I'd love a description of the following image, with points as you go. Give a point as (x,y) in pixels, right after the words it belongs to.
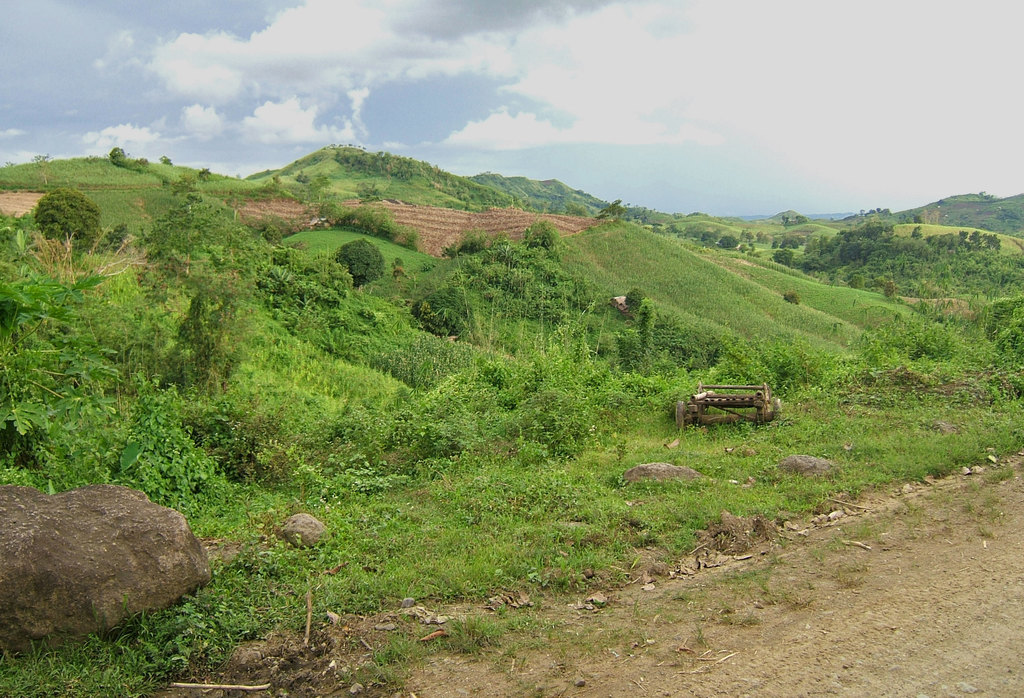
In this picture we can see path (821,600), cart (759,414), plants (539,427), rocks (316,539), grass (470,523), hills (27,211) and trees (502,265). In the background of the image (633,150) we can see the sky (627,146).
